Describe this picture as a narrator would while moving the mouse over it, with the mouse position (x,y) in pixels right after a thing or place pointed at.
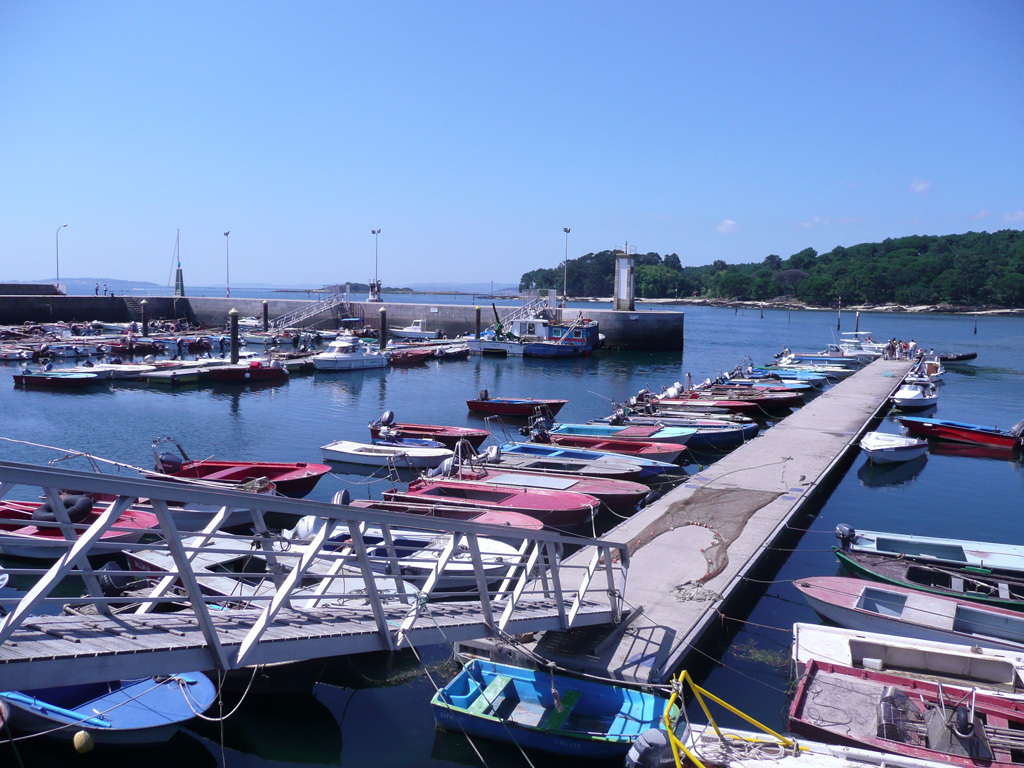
The image is taken in a shipyard (429,394). In the foreground of the picture (519,587) we can see boats (487,513), docks (663,588), staircases (467,624), street light (58,248) and a water body (653,381). In the middle of the picture (584,292) there are trees (679,274) and water (943,327). At the top (512,104) there is sky (518,80).
